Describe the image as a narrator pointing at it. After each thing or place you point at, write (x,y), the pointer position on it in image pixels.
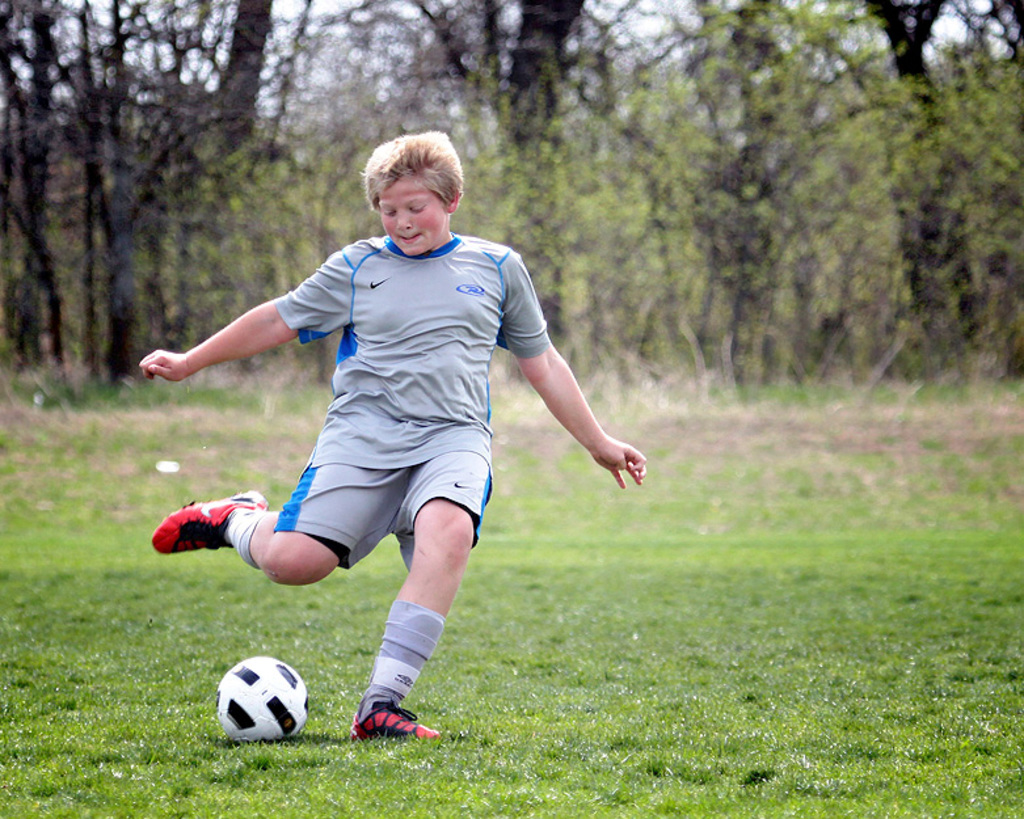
There is a person (416,364) wearing grey dress (423,359) is playing football on a greenery ground (315,637) and there are trees (571,128) in the background (415,71).
